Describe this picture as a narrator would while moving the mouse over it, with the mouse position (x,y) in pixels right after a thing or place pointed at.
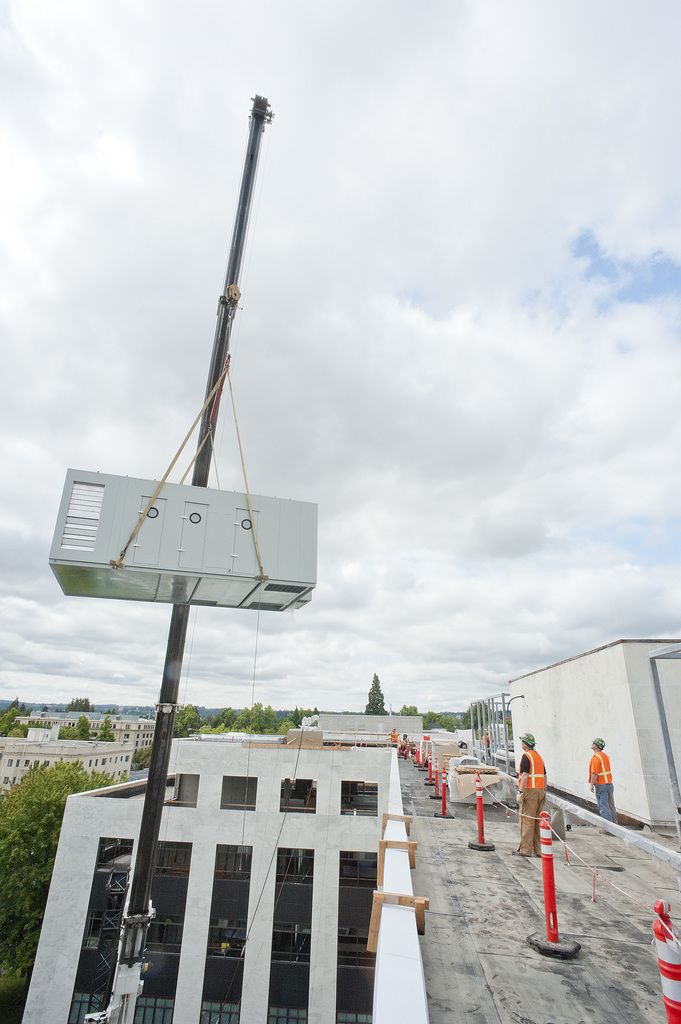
In this image on the right side (538,779), I can see two people (536,805). On the left side (189,518) I can see an object (178,515) hanging. In the background (78,727), I can see the buildings (54,721), trees (189,723) and clouds (479,357) in the sky (479,357).
